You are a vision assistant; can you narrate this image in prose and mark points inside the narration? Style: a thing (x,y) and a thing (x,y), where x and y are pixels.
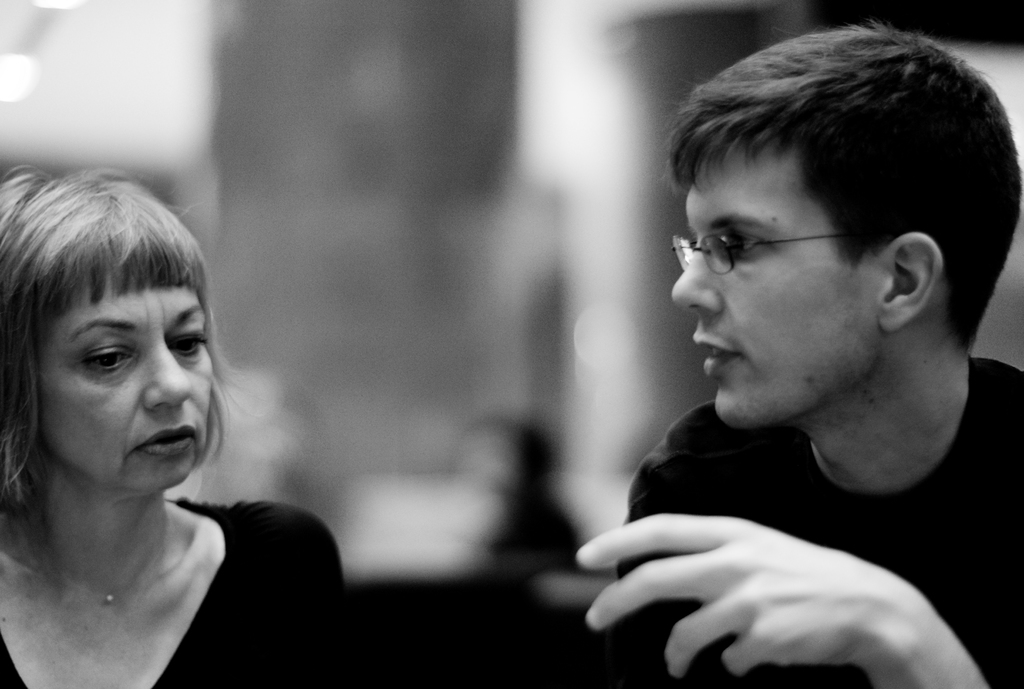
In this image there are two people (785,473). The background is blurry in the back side (524,333). I think there are other people (508,507) on the backside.
